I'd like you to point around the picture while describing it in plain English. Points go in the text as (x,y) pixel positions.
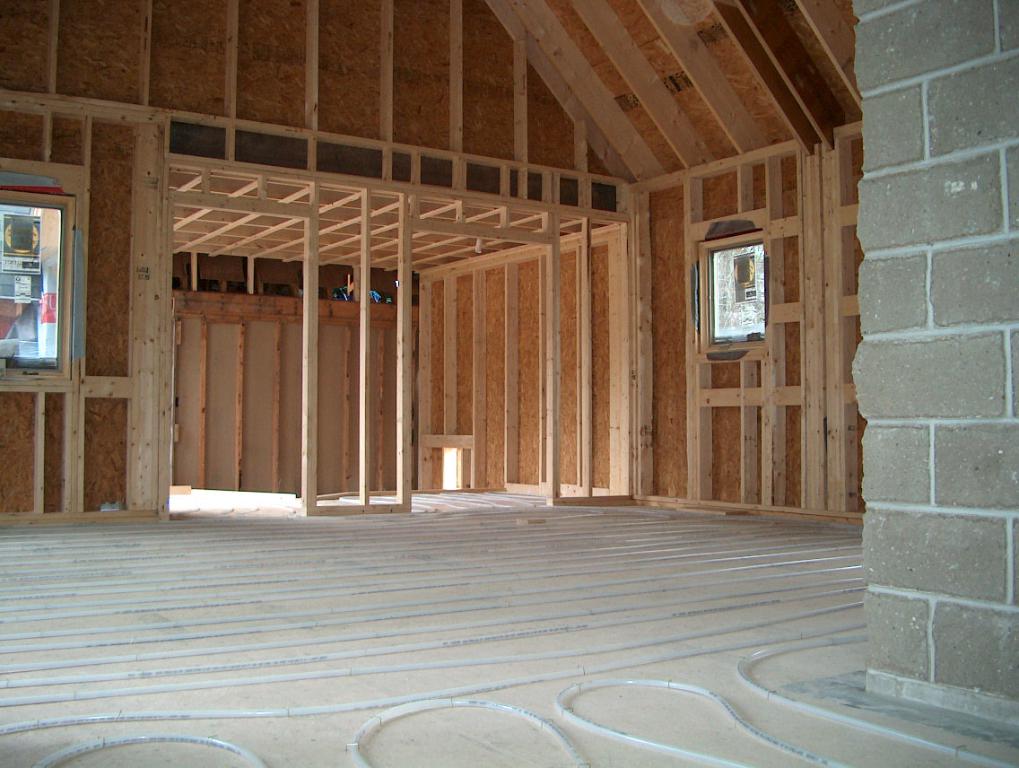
This image consists of a house (805,635). At the bottom (326,675), there is a pipe (425,698) on the floor (609,748). On the right (877,408), there is a wall (913,323). In the front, the walls (136,405) are made up of wood (462,457). On the left (32,322), there is a window (52,336).
